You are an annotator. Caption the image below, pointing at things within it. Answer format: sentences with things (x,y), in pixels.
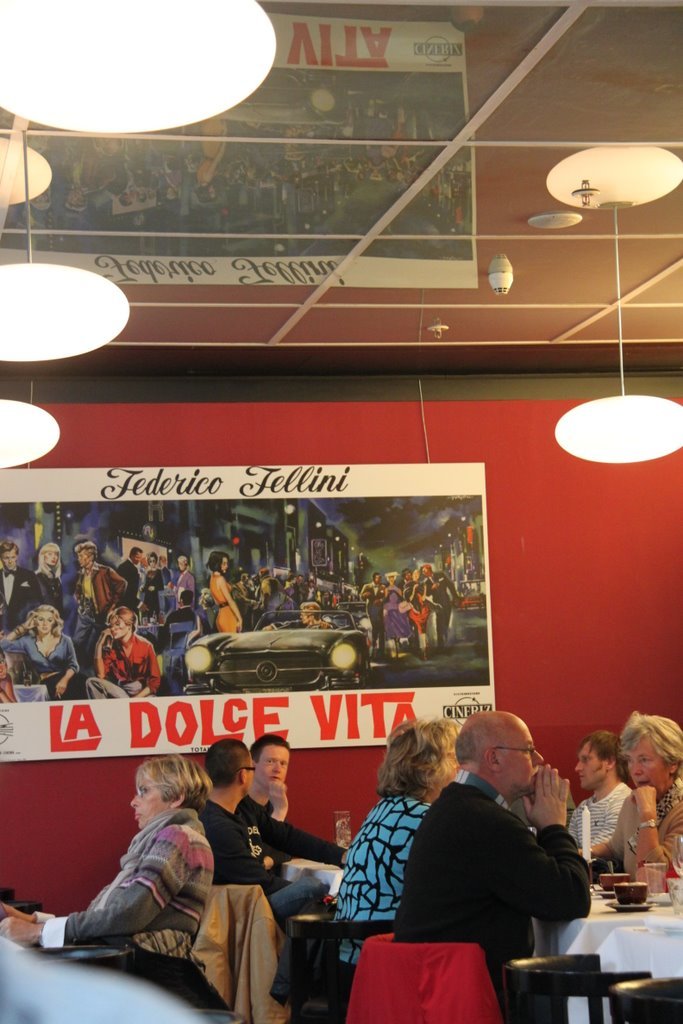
In this image there are the group of persons (261,809) sitting around the table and there is a red color wall (201,438), on the wall (235,451) there is a painting (339,598) attached to the wall (77,763), and there are some lights (87,36) visible on the left side (66,339).
